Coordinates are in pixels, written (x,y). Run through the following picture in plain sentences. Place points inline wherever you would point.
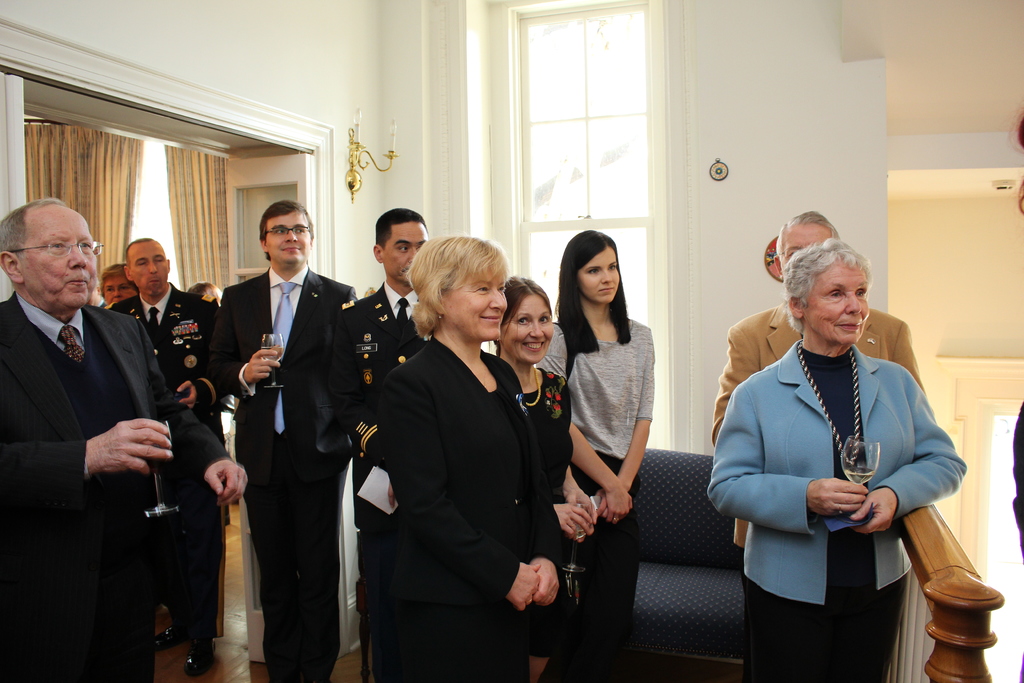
In the image we can see there are people (236,385) standing, wearing clothes (325,411) and some of them are wearing spectacles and holding a wine glass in their hands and few of them are smiling. Here we can see the couch (678,554), glass window (581,124), curtains (86,187), wall (761,123) and a lamp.
